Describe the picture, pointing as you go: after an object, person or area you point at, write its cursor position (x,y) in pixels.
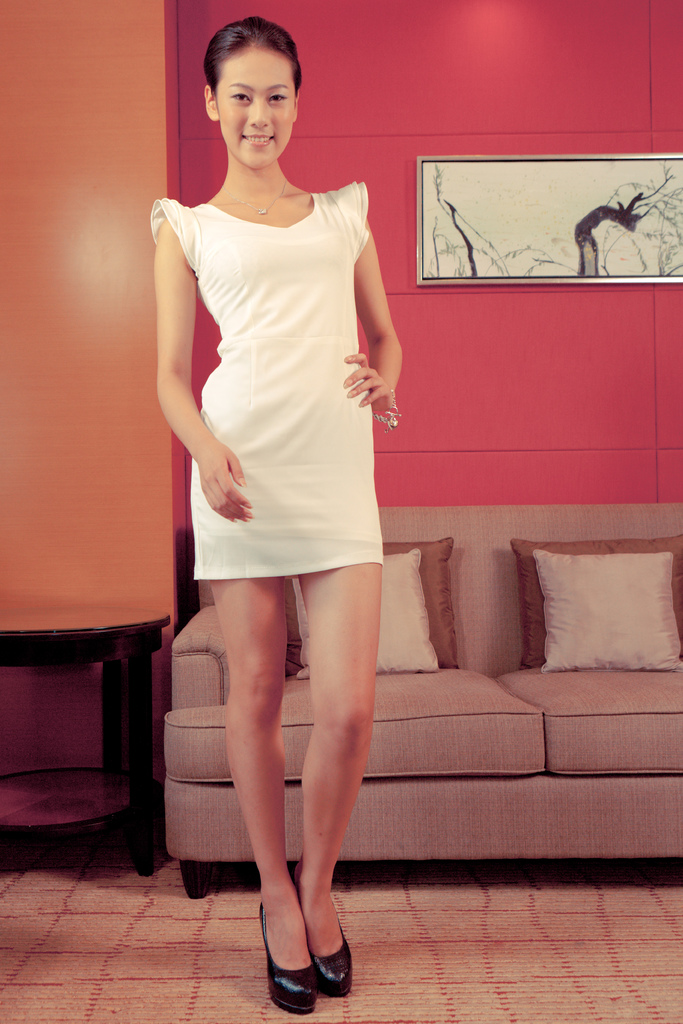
In the photo a woman (382,406) is standing she is wearing white dress (322,473) she is posing for a photo, behind her there is a sofa (462,618) to the left side (118,702) there is a table (21,777), in the background (464,13) there is a red color wall (426,289) and on the wall (447,298) there is a photo frame (472,267).
